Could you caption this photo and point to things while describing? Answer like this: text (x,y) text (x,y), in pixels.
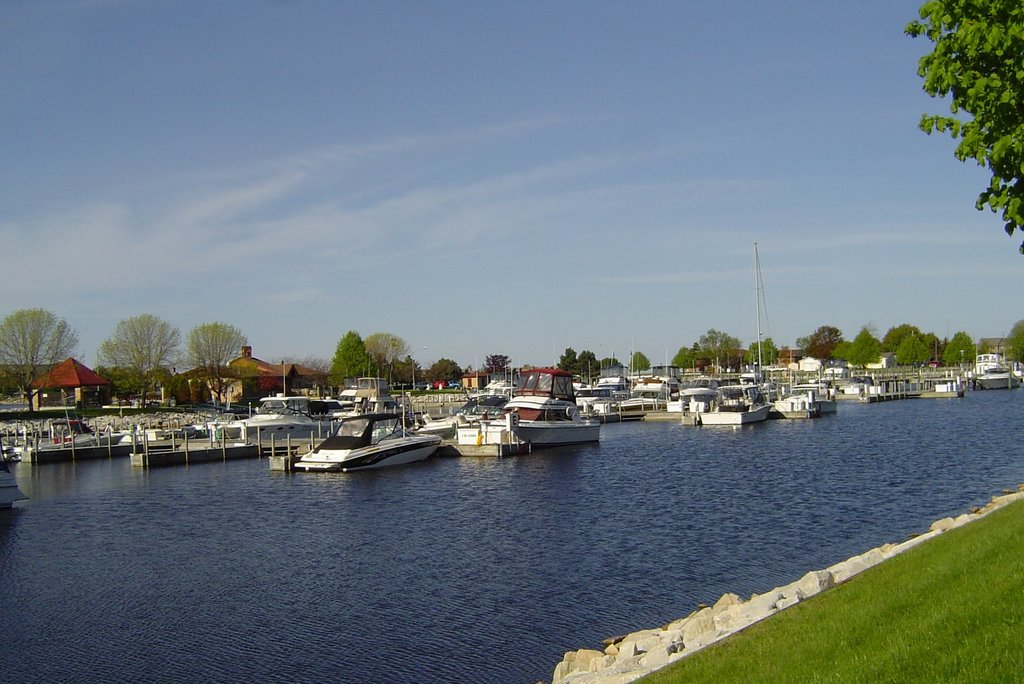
In this image I can see few boats (415,432) which are in white color in water (377,558), at back (31,365) I can see few buildings (295,368) in brown color, trees (332,368) in green color, poles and sky (459,185) in white and blue color.
